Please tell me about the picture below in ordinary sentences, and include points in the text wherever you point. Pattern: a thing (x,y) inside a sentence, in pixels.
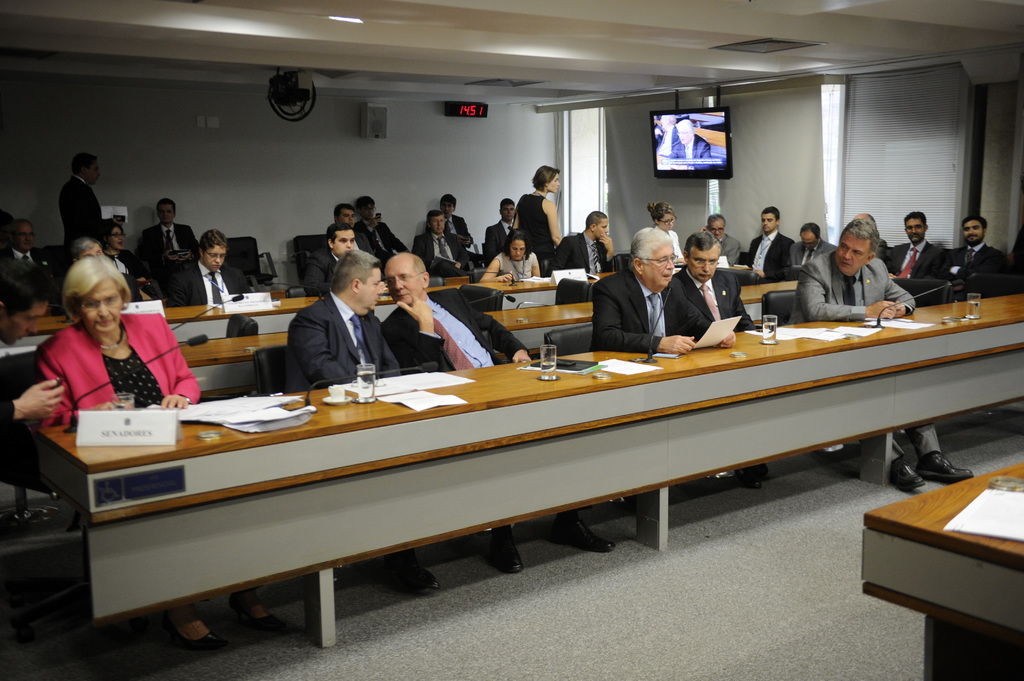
This image is clicked in a conference hall (213,510). There are many people (826,308) in this image. To the left (89,348), the woman (89,399) wearing pink suit (174,376) is sitting. In the front (491,475), there is a table (679,397) on which name plates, glasses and papers (854,332) are kept. In the background (284,151), there is a wall (512,134) on which TV (658,120), speaker (383,118), and a wall clock (457,112) are fixed.
